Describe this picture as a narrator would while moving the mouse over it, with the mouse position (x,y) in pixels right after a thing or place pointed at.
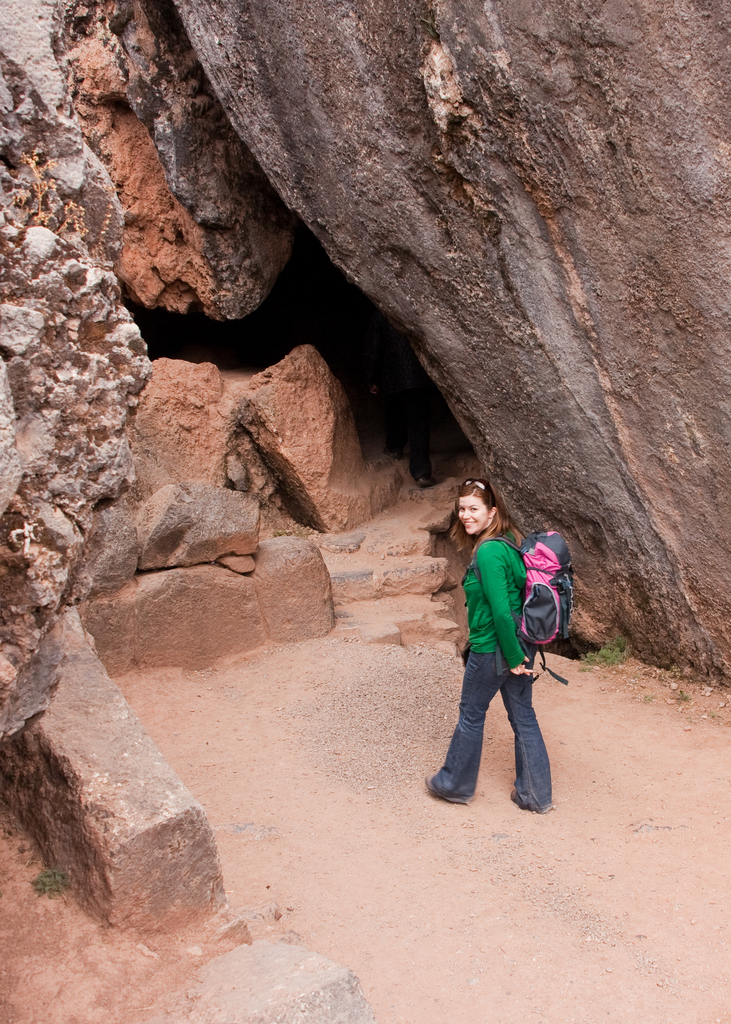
In this image we can see one woman (488,626) standing and wearing a backpack (549,593). There are so many big rocks (162,909).
